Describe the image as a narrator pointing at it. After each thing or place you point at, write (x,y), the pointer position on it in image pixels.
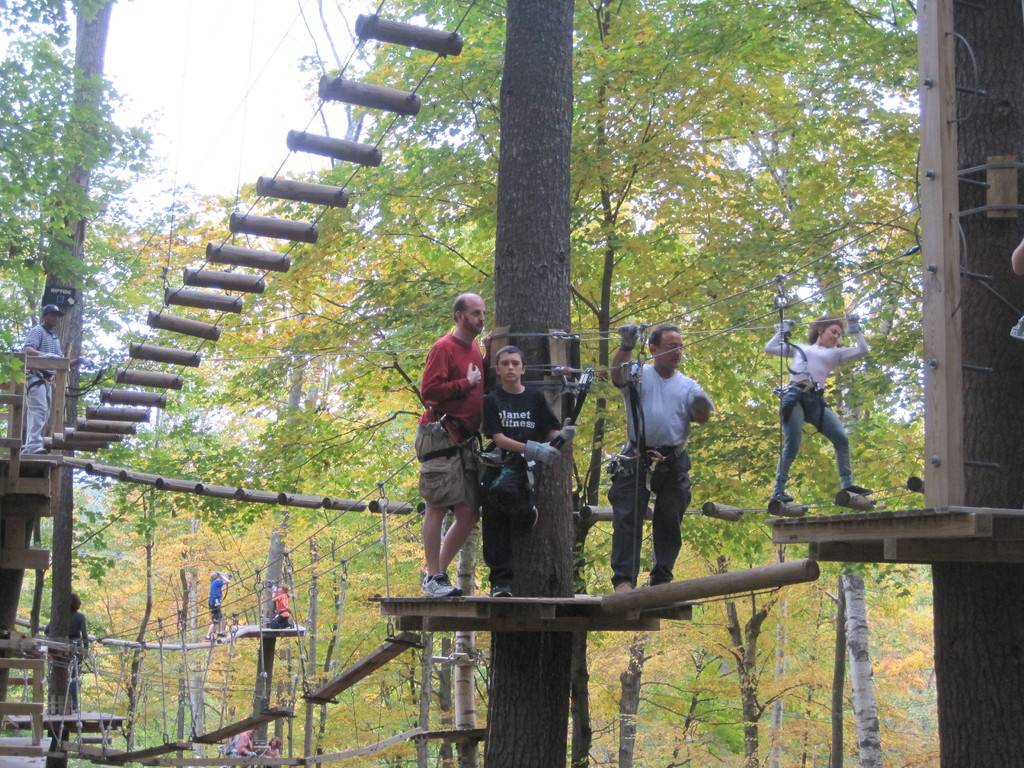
In the background (130,76) we can see the sky (126,63). In this picture we can see trees (804,217), tree trunks (532,124), objects (958,463) and people (650,393). On the right side of the picture (870,348) we can see a woman (856,336) holding ropes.
